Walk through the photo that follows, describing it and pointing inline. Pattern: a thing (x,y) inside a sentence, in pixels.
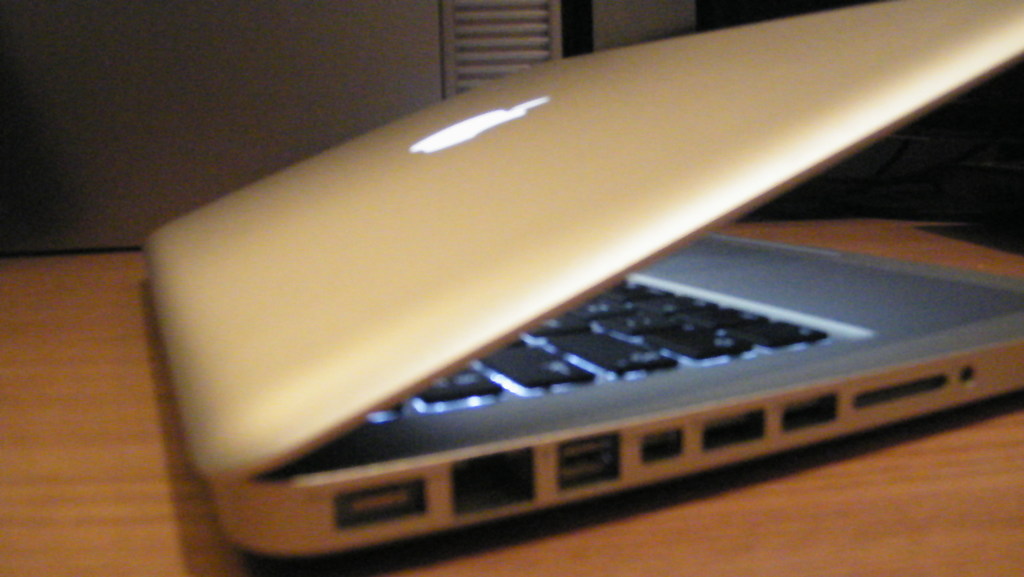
In this picture I can see there is laptop (646,360) placed on a wooden table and it has lights (504,380) arranged in the keyboard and there is a logo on the laptop (754,397) and in the backdrop (157,55) there is a wall (184,26).
